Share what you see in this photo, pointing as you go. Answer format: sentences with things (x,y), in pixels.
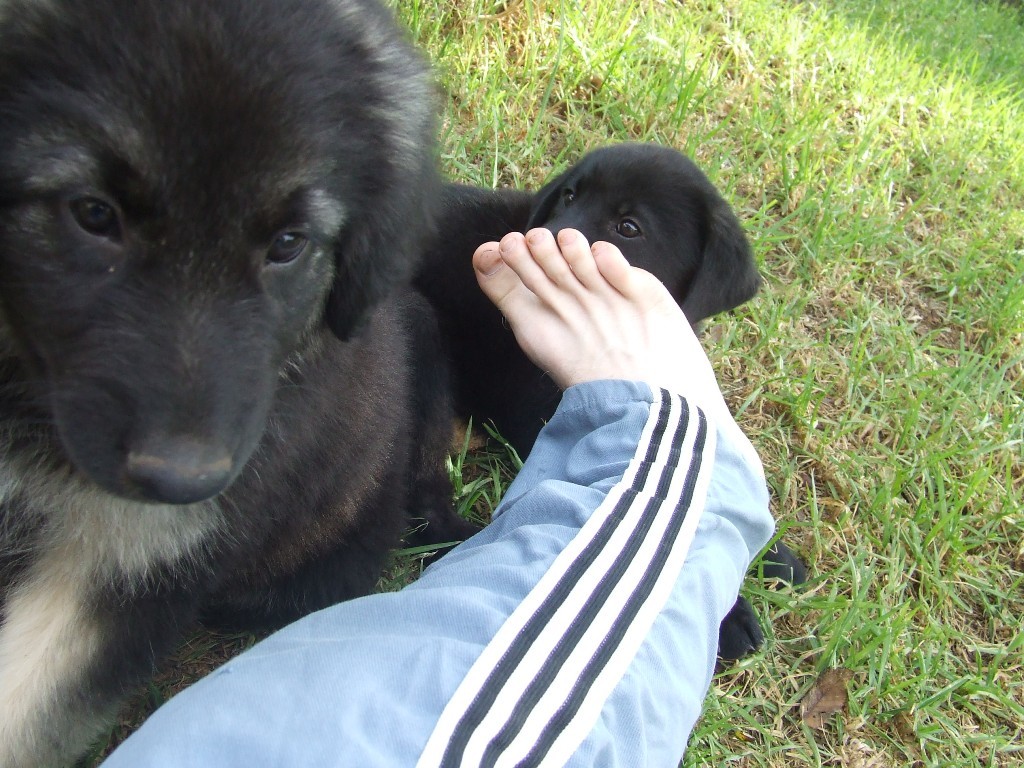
In this image we can see the dogs (598,226) on the grass (402,553). And we can see a person's leg (595,274) on the dog (641,214).
